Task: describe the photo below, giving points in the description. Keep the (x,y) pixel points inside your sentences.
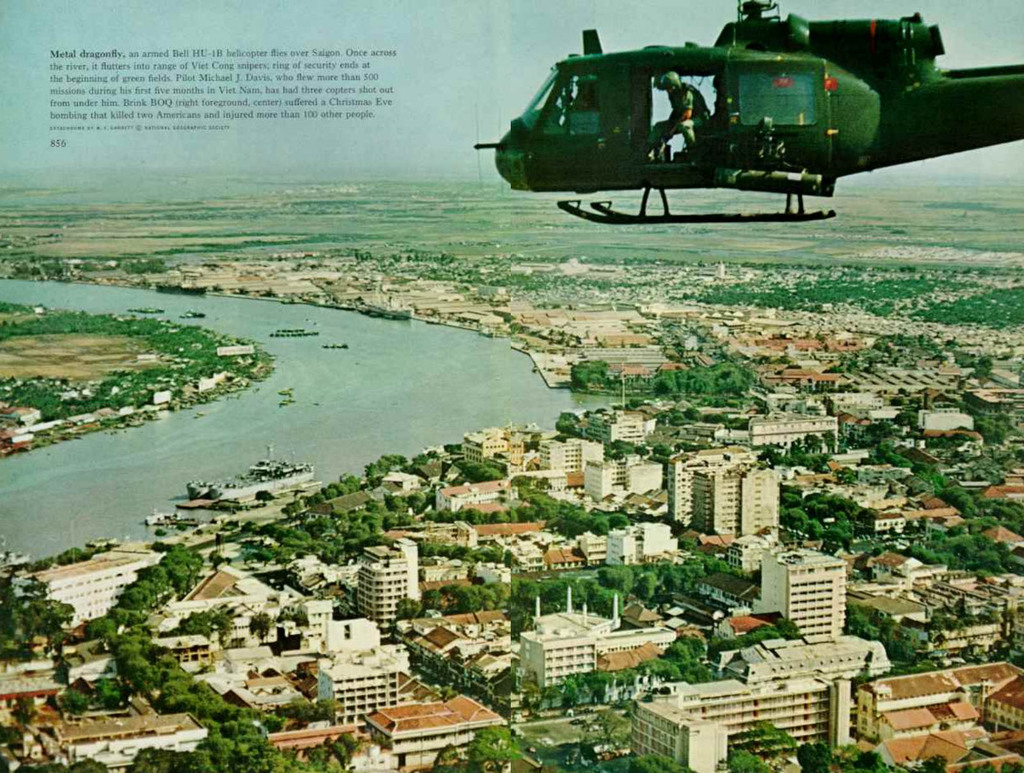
At the bottom of the picture (347,580), we see buildings (580,656) and trees (600,571). Beside that, we see a water body (269,424). In the right top of the picture (851,105), we see a helicopter (643,128) flying in the sky (215,45). We see a man (658,124) riding the helicopter (574,152). In the left top of the picture (156,65), we see some text (170,60) written. In the background (335,71), we see the sky (389,156).
